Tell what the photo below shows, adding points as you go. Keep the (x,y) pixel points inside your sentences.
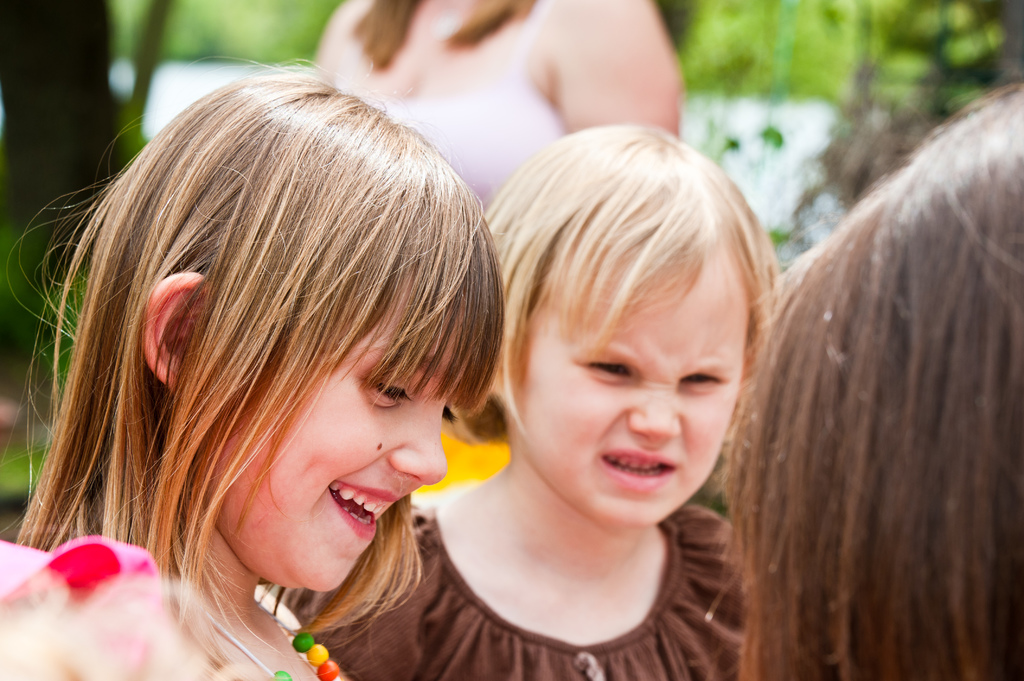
In the image we can see there are children (532,426) wearing clothes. The left side girl (218,543) is wearing a neck chain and she is smiling. The background (112,70) is blurred.
